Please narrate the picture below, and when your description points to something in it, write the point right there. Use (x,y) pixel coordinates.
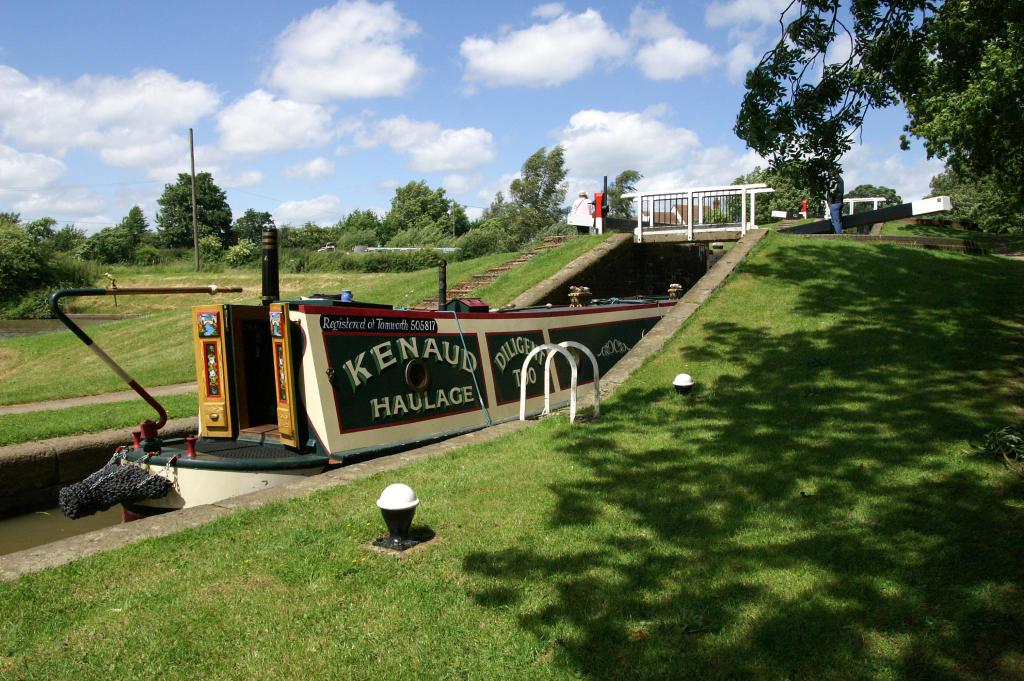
In this image we can see grass (736,515) on the ground (619,523). Also there are small light bulbs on the ground (688,529). Also there is boat (245,402) on the water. On the boat (317,369) we can see text (359,371). And there is a bridge (716,230) with railings (669,199). And we can see two persons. In the back (421,205) there are trees (421,205). Also there is sky (363,75) with clouds (637,117).
